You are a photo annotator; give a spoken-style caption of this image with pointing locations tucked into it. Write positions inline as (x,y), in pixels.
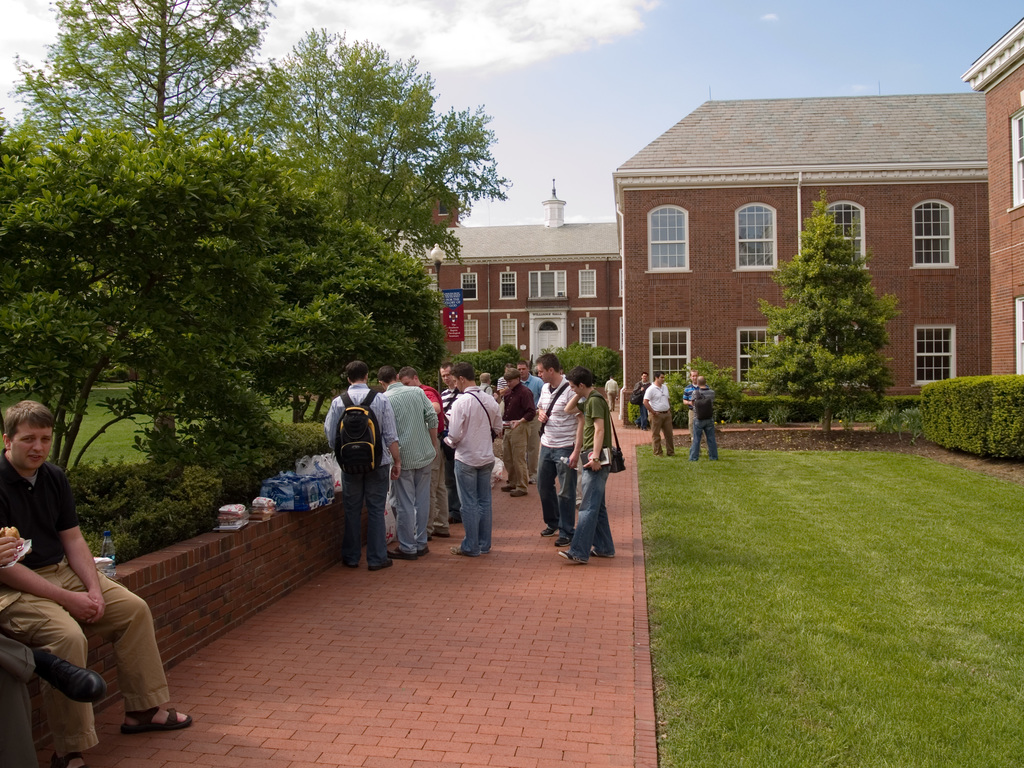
At the bottom left of the image (339,670) there is a brick floor (560,632). And also there are few people (671,420) standing on the floor (549,643). At the bottom left of the image (53,516) there is a person (74,612) with black t-shirt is sitting on the small wall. At the right bottom of the image (771,594) there is grass (731,510) on the ground (703,460). In the background (133,300) there are trees (292,245), buildings (652,283) with brick walls (572,284), glass windows (659,240) and also there are roofs (836,161). At the top of the image (512,90) there is a sky (570,48).
